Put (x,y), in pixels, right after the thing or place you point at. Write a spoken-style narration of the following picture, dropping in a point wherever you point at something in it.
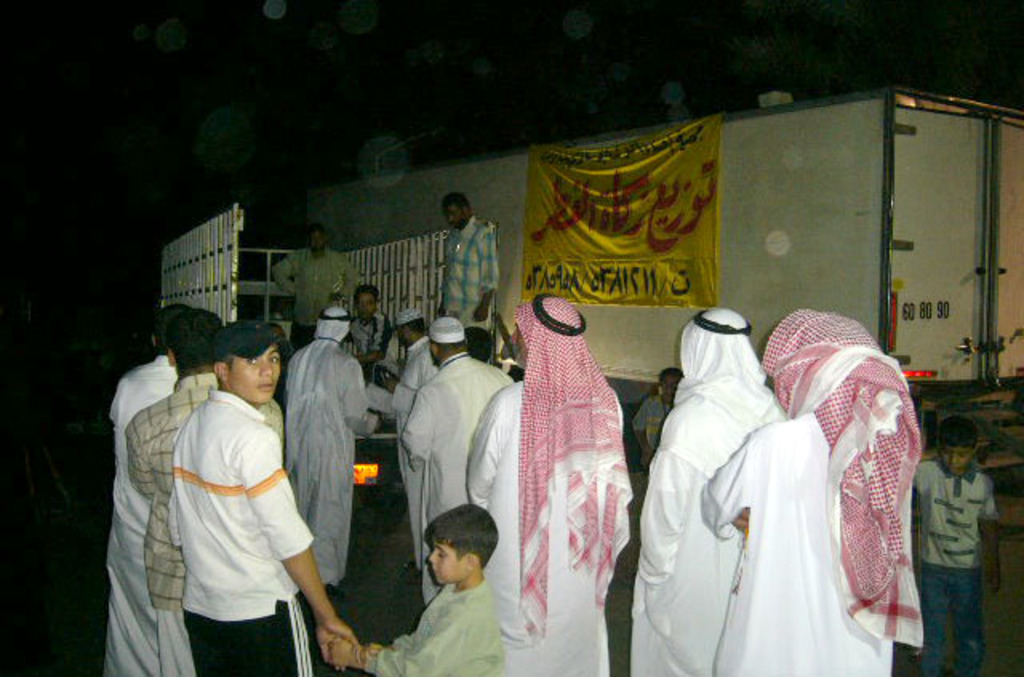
In the picture we can see some Muslim people (565,662) are standing on the path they are with white dresses (759,597) and in the background (625,256), we can see a truck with some people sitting in it and some are standing and besides it, we can see another truck (1010,247), which is white in color and to it we can see a banner (613,275) which is yellow in color and some words (628,269) to it.
